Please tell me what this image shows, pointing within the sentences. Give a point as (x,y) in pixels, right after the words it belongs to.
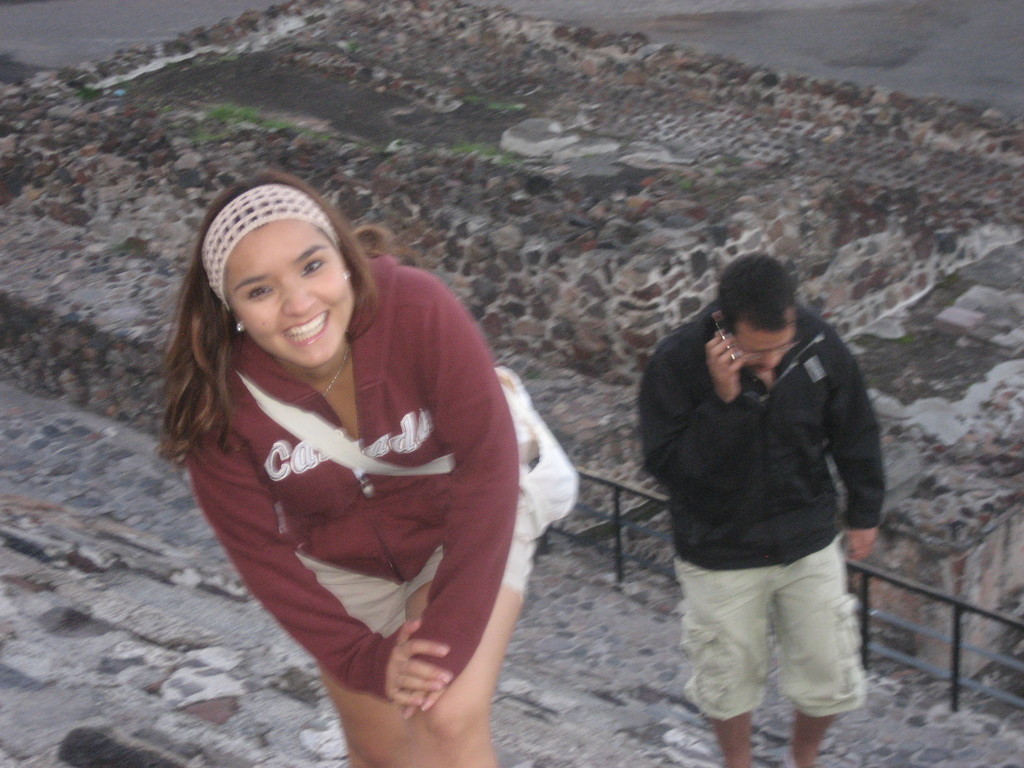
In this image we can see a man (676,411) and a woman (467,424) standing on the staircase (675,684). In that a man (774,552) is holding a device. We can also see a fence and some grass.
